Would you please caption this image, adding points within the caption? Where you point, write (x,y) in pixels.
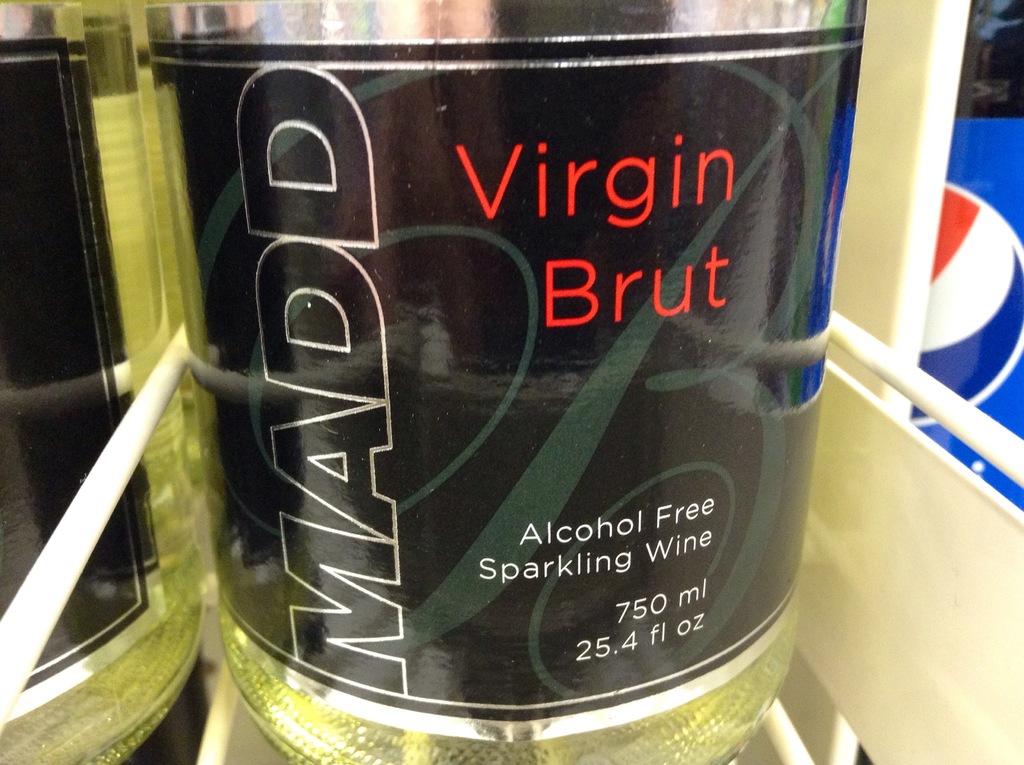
In the middle of the image (509,367) there is a bottle (690,399).
